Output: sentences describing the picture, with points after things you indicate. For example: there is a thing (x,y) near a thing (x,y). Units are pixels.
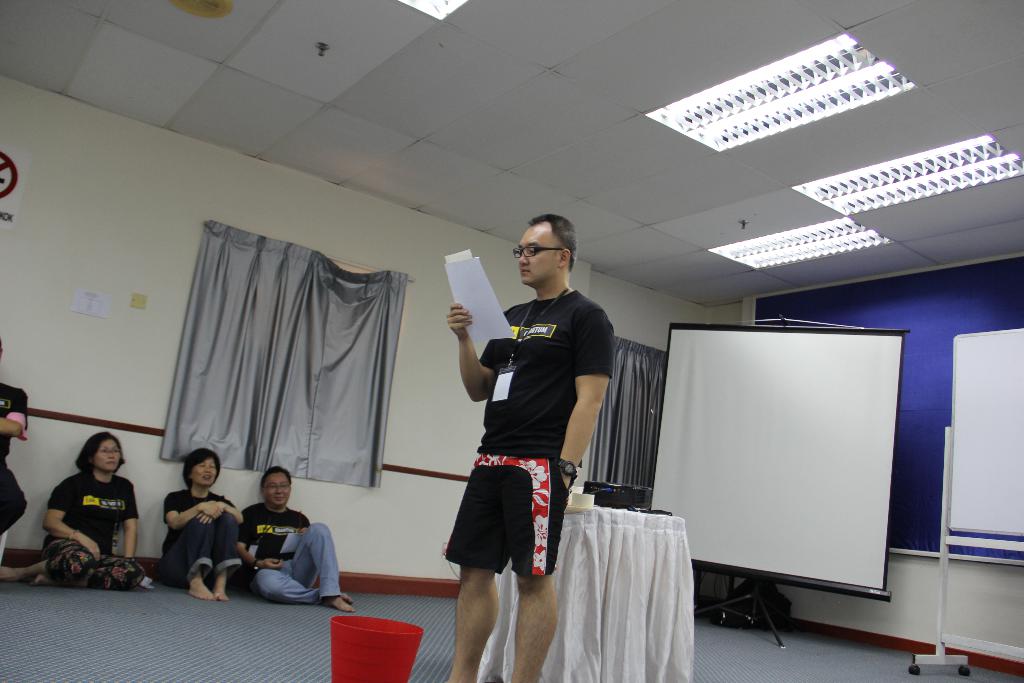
In this picture I can see there is a man (536,411) standing and he is wearing a black shirt (501,423) and trouser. He is looking into the paper (464,303) and held in his right hand (462,319). There are few people (174,506) sitting at left side (99,516) and there is a screen (734,465) in the backdrop (777,448) and there is a whiteboard (992,426) in the backdrop (1010,364). There is a table (686,547) and there are few lights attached to the ceiling (802,3).
